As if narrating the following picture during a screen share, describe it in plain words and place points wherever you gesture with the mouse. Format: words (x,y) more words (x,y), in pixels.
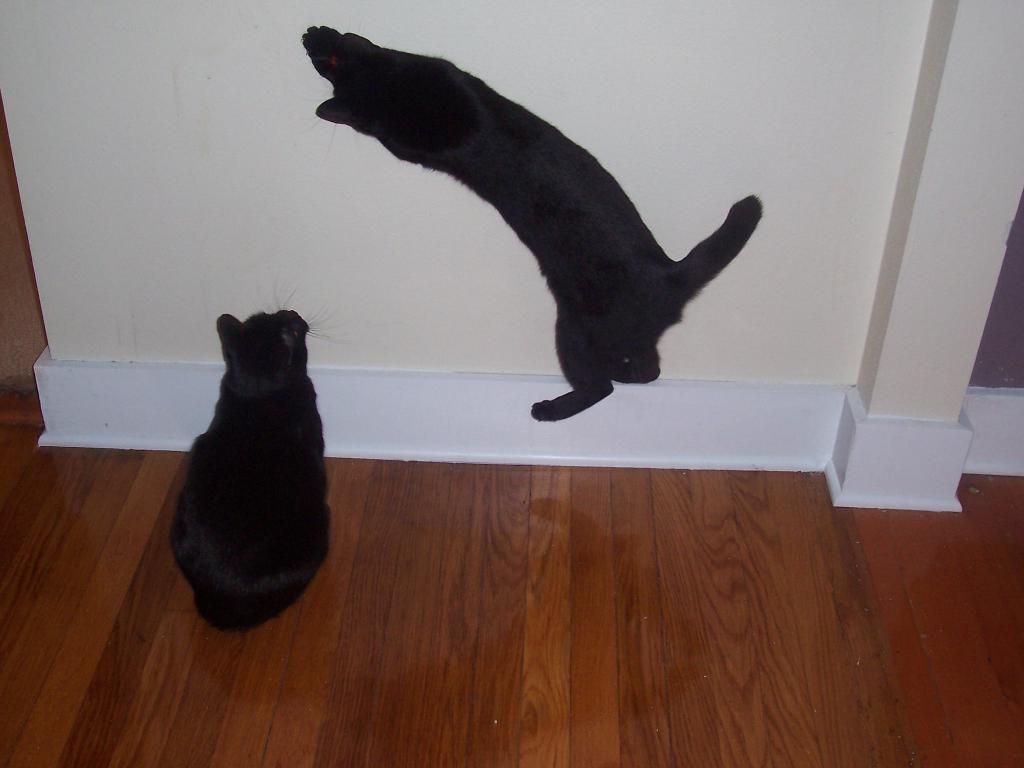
In this image, we can see cats (428,130) and in the background (778,234), there is a wall (766,288). At the bottom (385,588), there is a floor (317,688).
